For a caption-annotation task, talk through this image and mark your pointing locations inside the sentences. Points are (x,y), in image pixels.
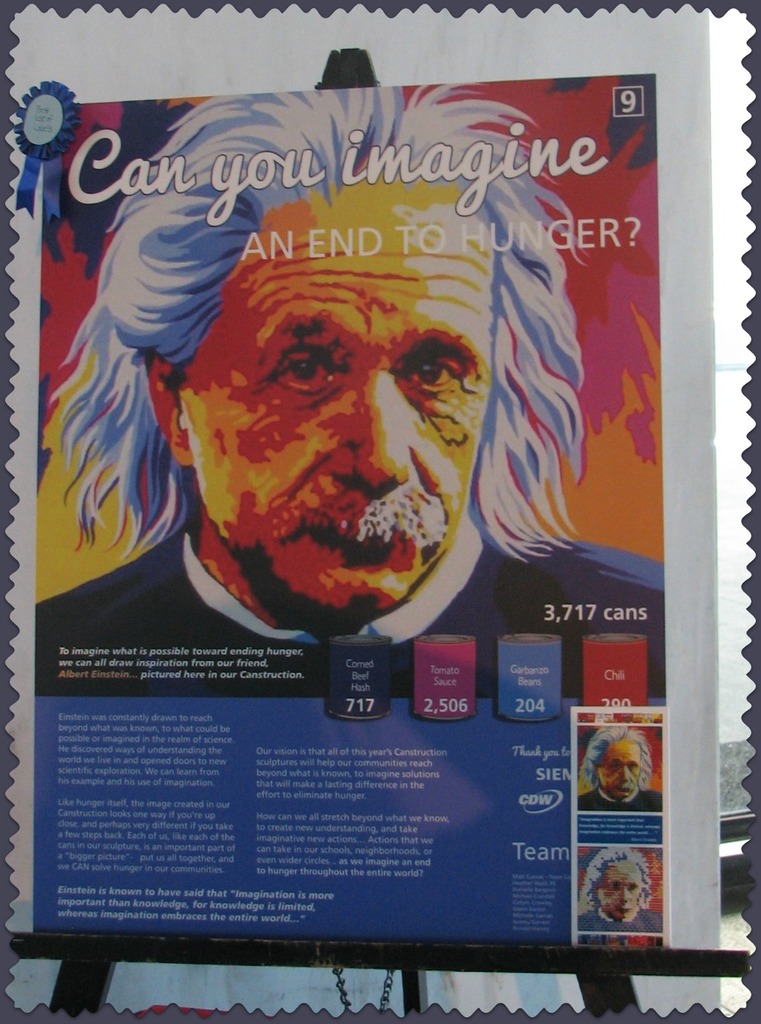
In this image I can see a hoarding (327,150) with some text (369,832) and images (576,632) of the people (612,895).
